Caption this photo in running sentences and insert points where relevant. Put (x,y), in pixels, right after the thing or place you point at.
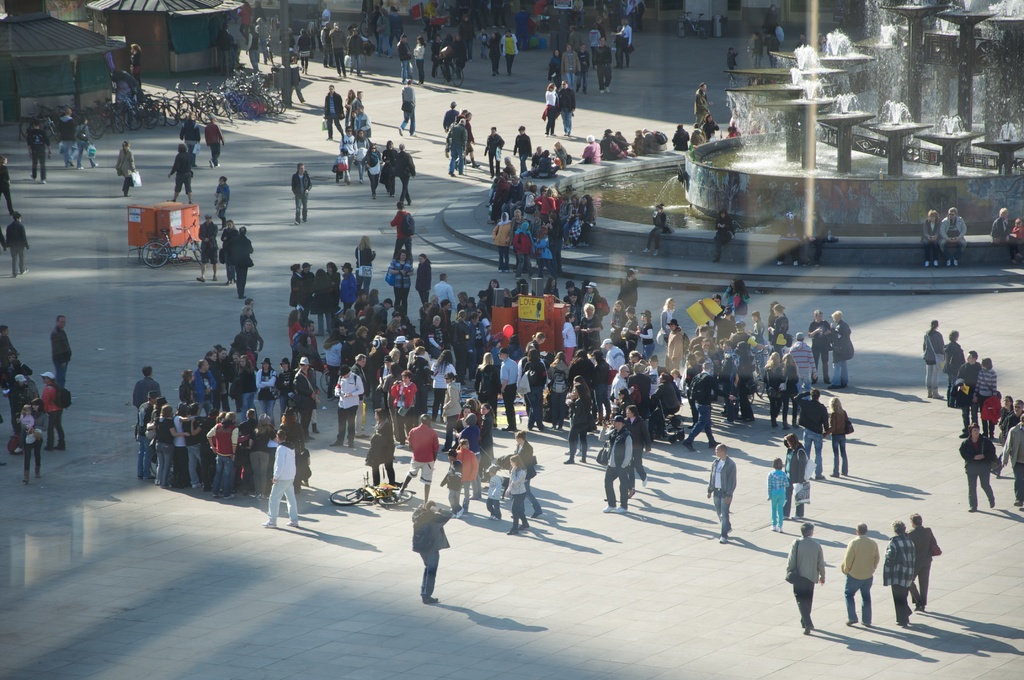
In this picture I can see a number of people (384,373) on the floor (171,147). I can see the fountain (800,59) on the right side (846,109). I can see a few people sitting near to the fountain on the right side (700,144). I can see the bicycles (47,109) on the left side (191,108). I can see the buildings (207,36) in the background (186,45).
